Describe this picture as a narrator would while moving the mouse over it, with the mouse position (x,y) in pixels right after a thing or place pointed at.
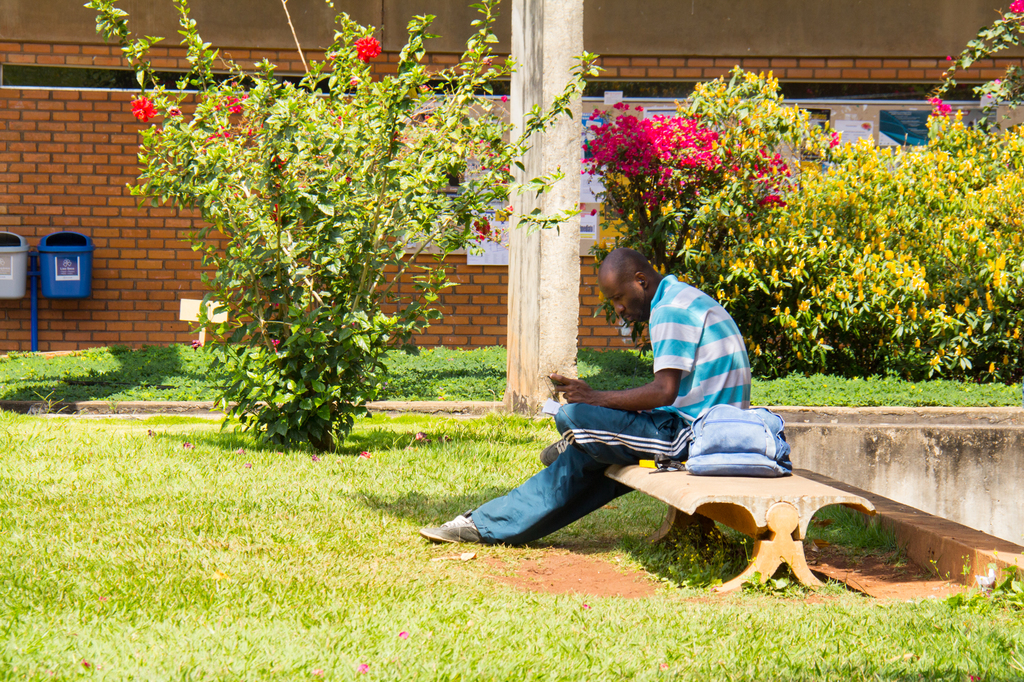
At the bottom of the image (434,581) there is grass (353,576) on the ground (638,548). There is a man (701,323) sitting on the bench (690,497) and beside him there is a bag (731,444). Behind him there is a small wall (845,420). There are few plants (325,197) with red and yellow color flowers (739,229). In the background (31,215) there is a wall (187,219) with posters (875,142) and also there is a pole (31,272) with dustbins (79,287).
